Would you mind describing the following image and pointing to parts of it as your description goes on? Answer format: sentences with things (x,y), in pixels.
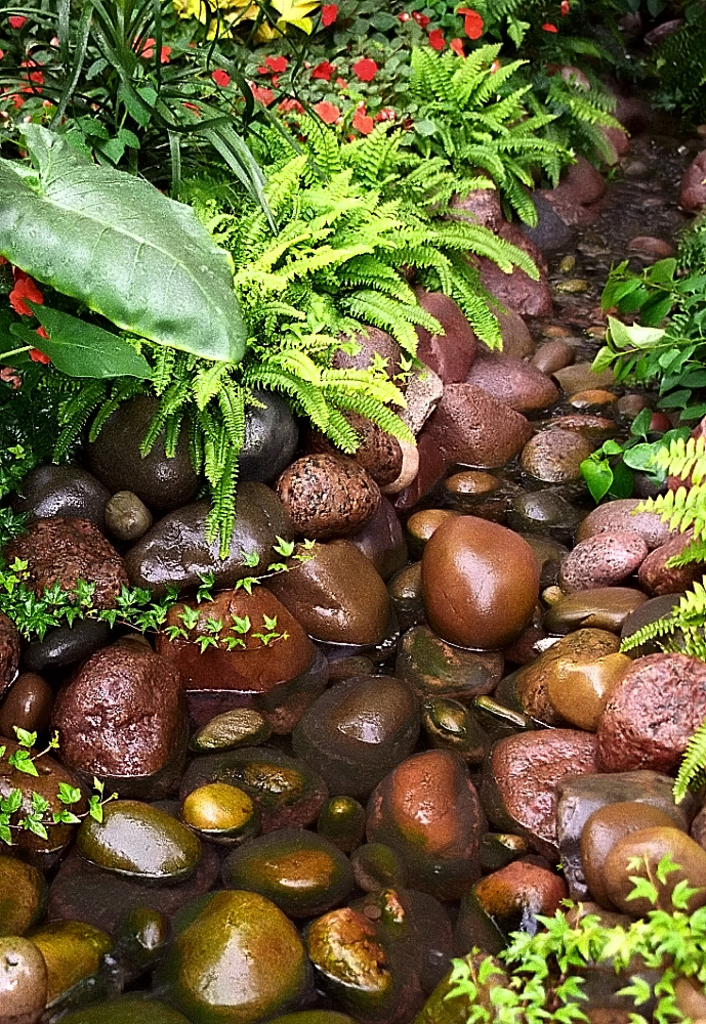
In this picture we can observe some stones (250,761) in the water (347,751). There are some plants (235,168) and flowers (195,104) which are in red color.
